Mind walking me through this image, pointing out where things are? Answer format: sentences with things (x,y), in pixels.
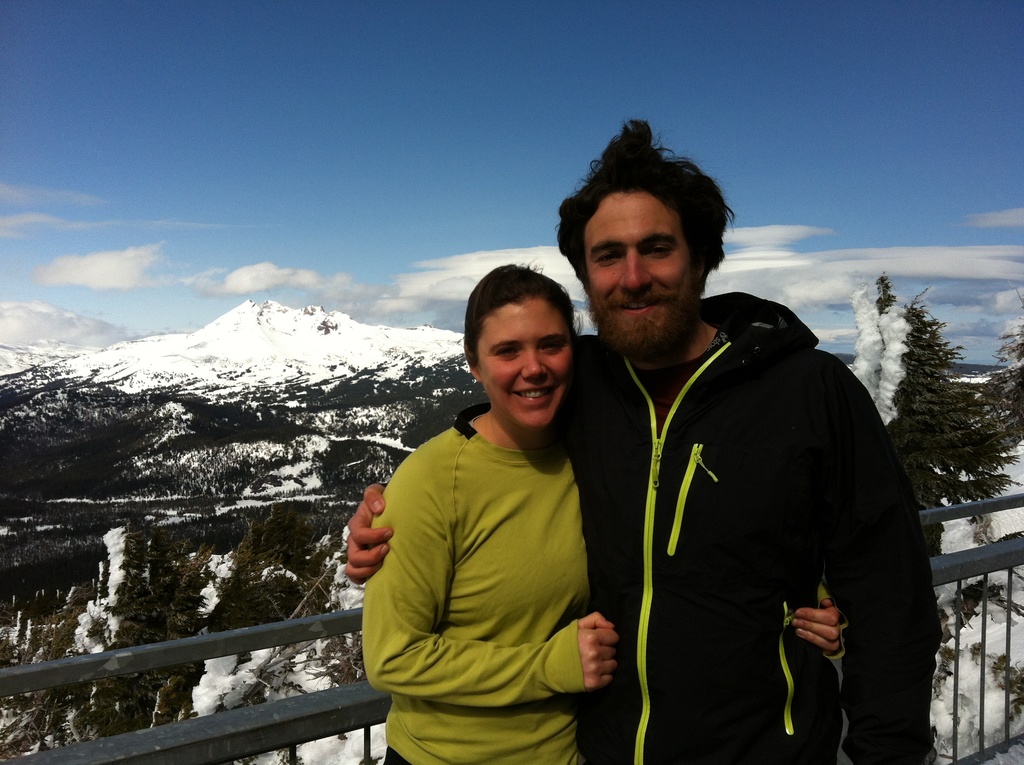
There is a couple (666,523) standing and holding each other and there is a fence wall (295,723) behind them and there are trees (165,554) and mountains (255,359) covered with snow (236,352) in the background (224,385).
